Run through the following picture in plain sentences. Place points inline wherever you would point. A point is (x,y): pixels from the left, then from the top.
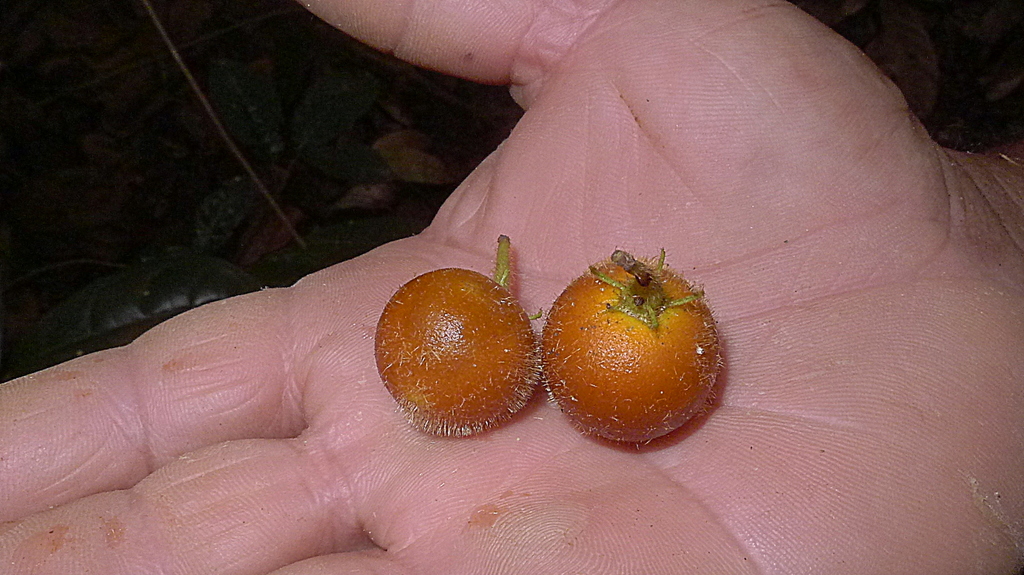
In this image, we can see human hand (620,572) with some objects (548,354). Background (409,87) we can see leaves (365,178).
